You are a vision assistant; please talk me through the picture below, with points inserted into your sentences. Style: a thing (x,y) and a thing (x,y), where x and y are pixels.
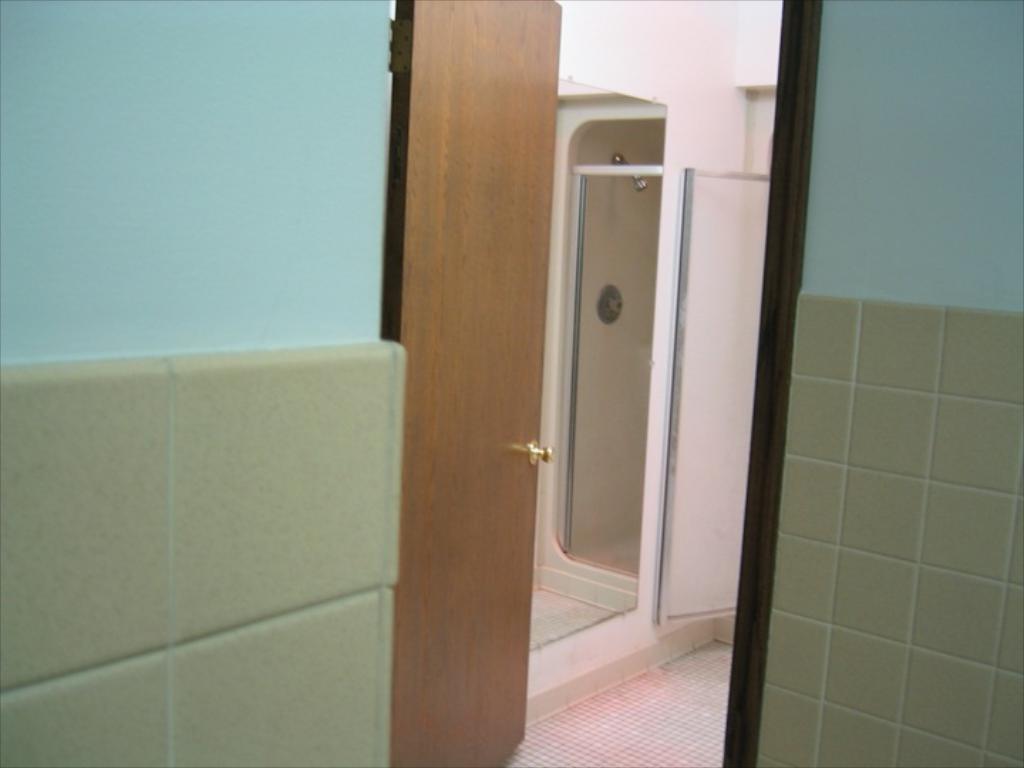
In this image in the center (475,351) there is a door (479,374). In the background (624,301) on the wall (626,197) there is a shower (638,175) and there is a white colour door (697,337). On the right side of the wall (943,457) there are tiles (896,389) fixed on the wall (889,403).
